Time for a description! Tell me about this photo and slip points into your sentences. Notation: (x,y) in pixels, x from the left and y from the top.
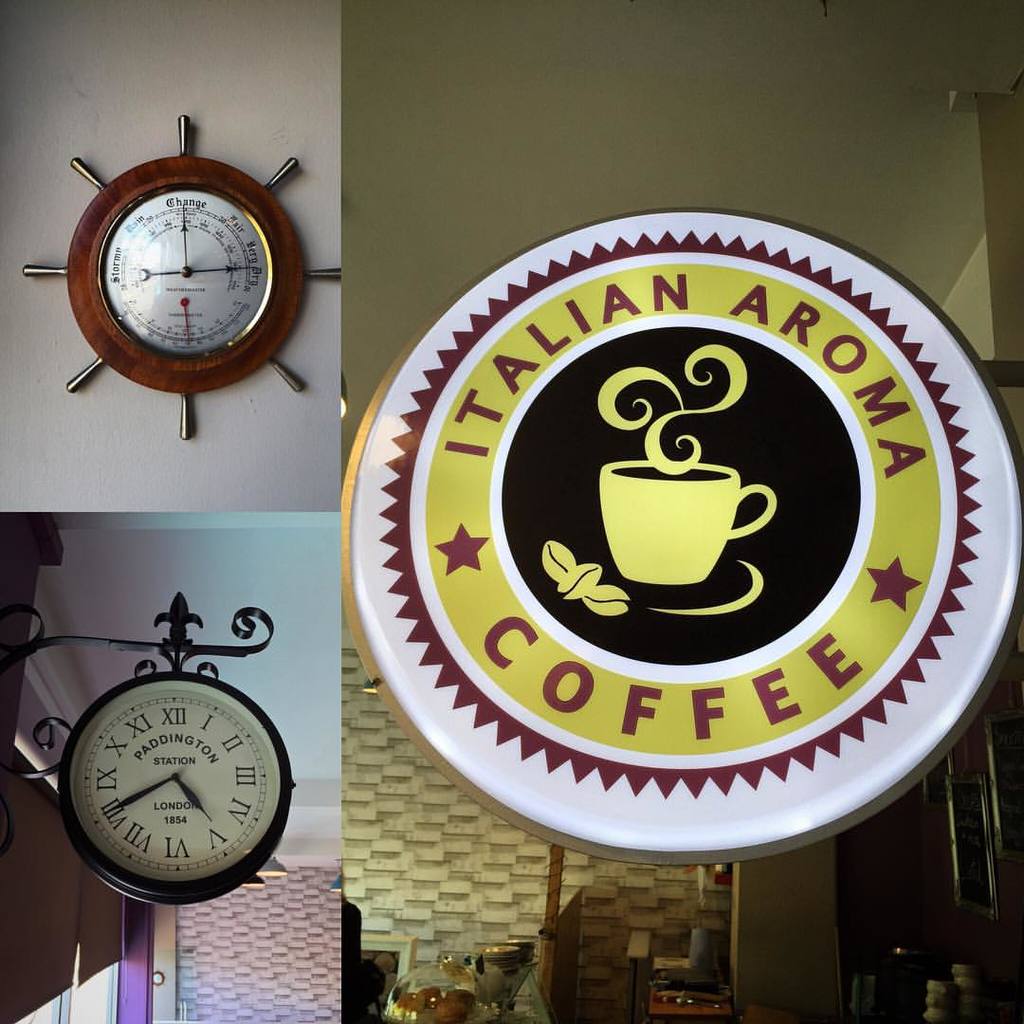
A collage picture. At left side of the image (323,458) we can see gauge (141,278), clock (208,784), roof (298,625) and wall (251,475). At the right side of the image (925,128) we can see coffee board (448,484), wall (494,901), pictures (1009,764), tables (715,1008) and things (406,980). Pictures (1003,833) are on the wall (861,870).
